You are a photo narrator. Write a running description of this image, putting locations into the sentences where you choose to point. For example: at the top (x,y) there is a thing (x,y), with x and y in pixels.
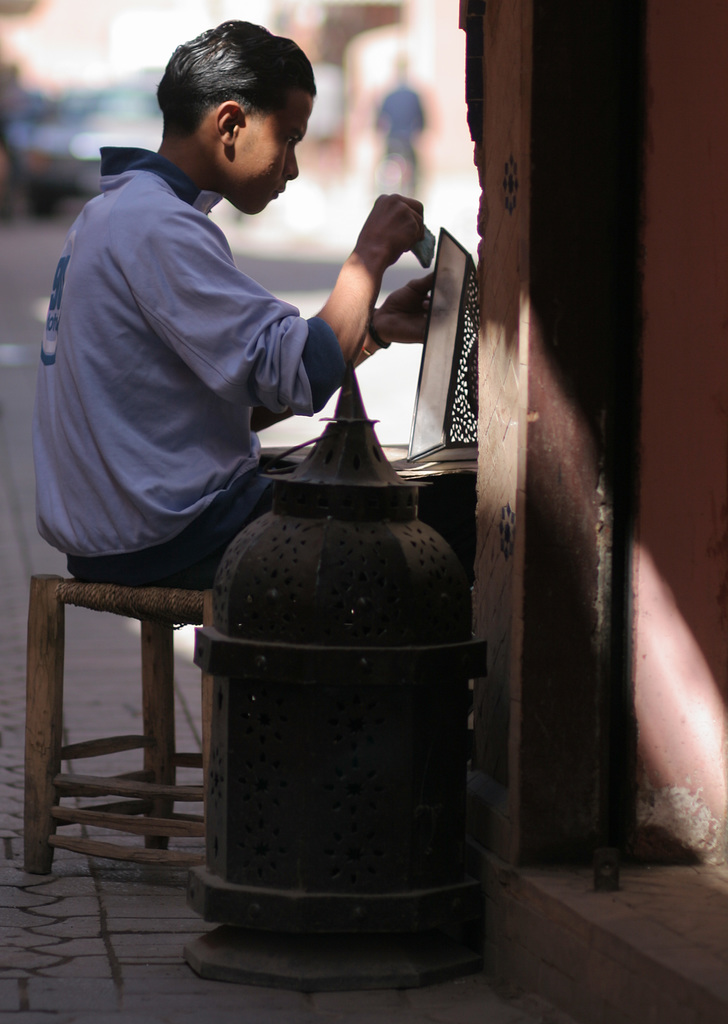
In this picture, we see the man (174,263) in blue top (148,378) is sitting on the chair (98,587). He might be painting or carving. Beside him, we see a metal box (382,763). On the right side (575,406), we see the wall (568,535). In the background (134,126), we see buildings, car (76,101) and a man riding the bicycle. This picture is blurred in the background (155,121).
